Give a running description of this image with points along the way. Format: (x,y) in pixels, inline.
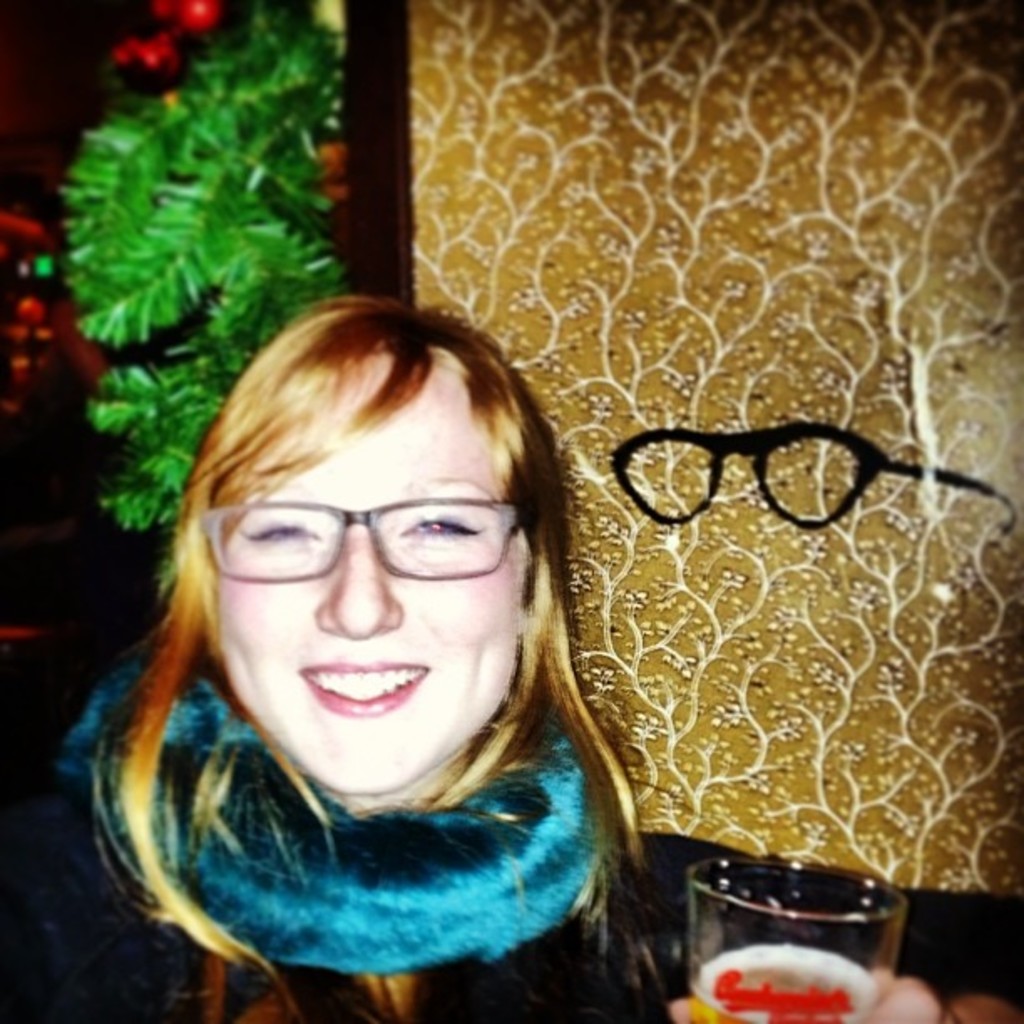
In the center of the image (404,514), we can see a lady (362,723) wearing glasses (297,549) and a scarf (393,881) and holding a glass (740,961) with drink (794,971). In the background (214,198), there is a board (468,232) and we can see streamers (141,243).
